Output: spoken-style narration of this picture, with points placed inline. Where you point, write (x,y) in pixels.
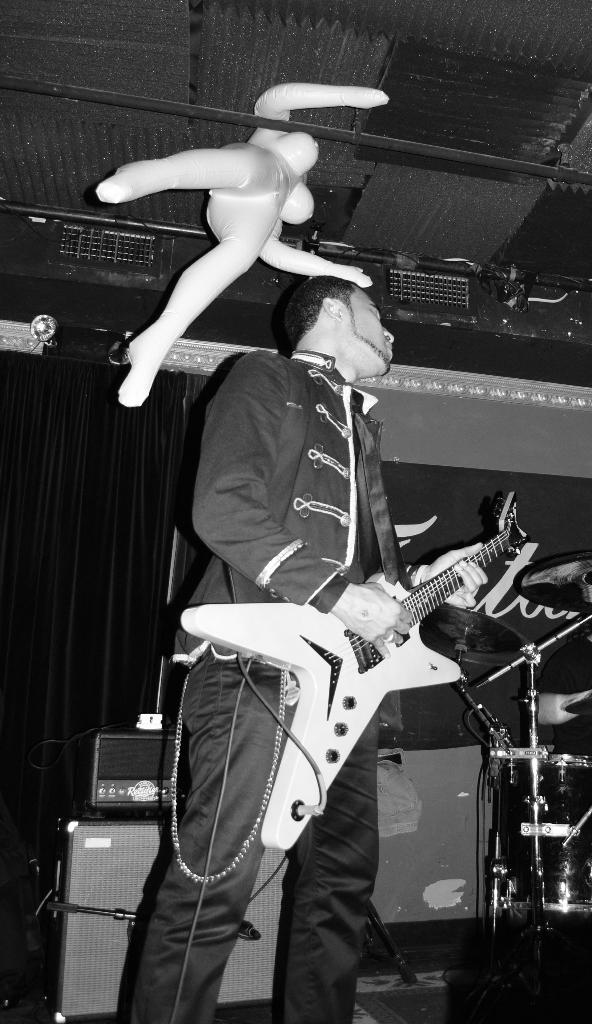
A man (347,343) is playing a guitar (335,737). There are some drums (494,660) beside him. There is a mannequin (292,170) hanging from the top.
